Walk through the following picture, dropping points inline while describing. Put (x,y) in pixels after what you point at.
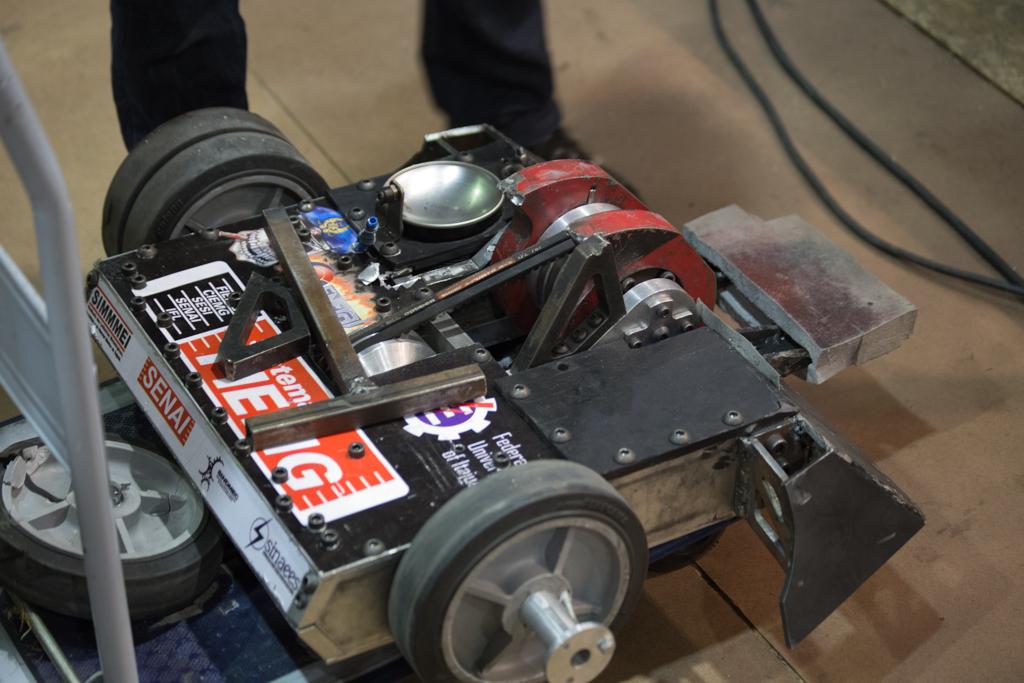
In this image, this looks like a kind of machine (175,272) with the wheels (177,602). These are the wires (863,233). I can see a person's legs (430,72). This is the floor (936,479).
